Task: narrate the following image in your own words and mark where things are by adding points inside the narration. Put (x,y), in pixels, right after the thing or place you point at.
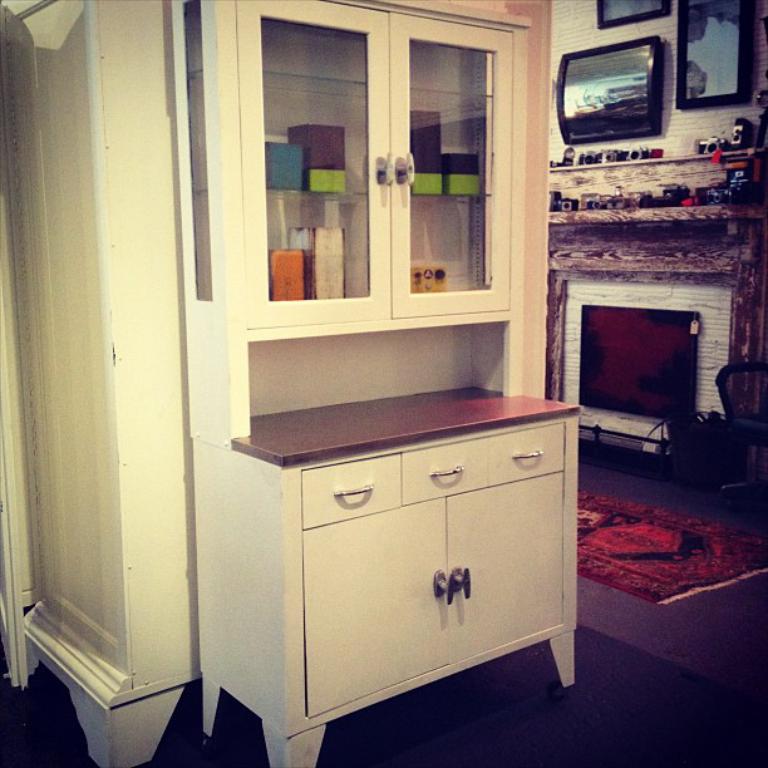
There is a white color almirah (272,367) in the left corner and there are some other objects (640,240) in the right corner (633,291).
